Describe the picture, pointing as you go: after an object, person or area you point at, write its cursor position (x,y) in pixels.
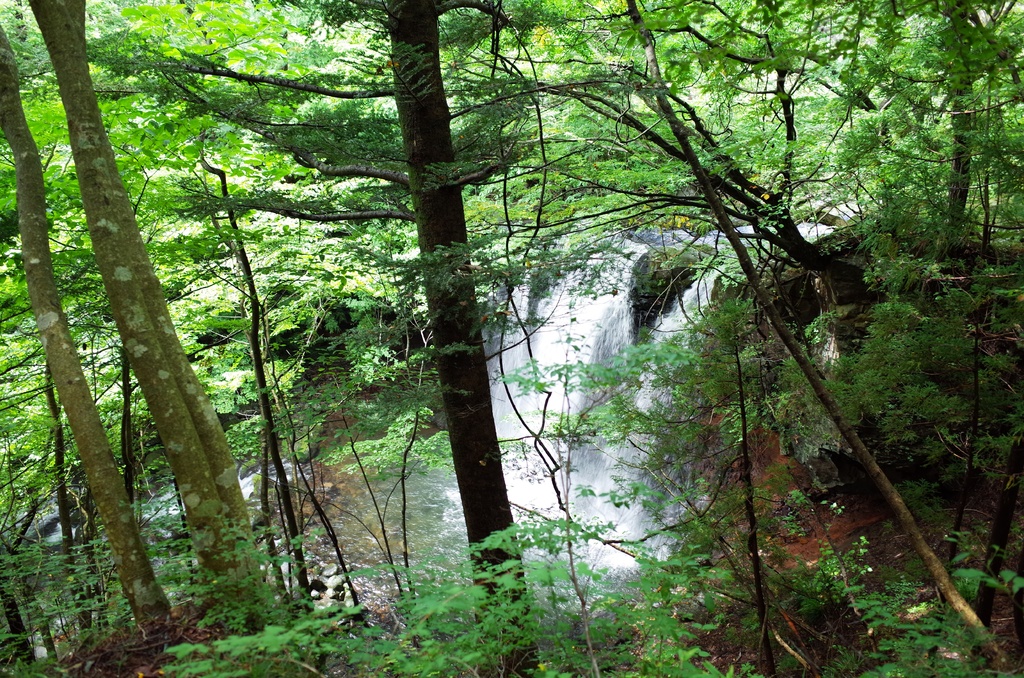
In this picture we can see few trees (640,420), water (566,345) and rocks (330,574).
